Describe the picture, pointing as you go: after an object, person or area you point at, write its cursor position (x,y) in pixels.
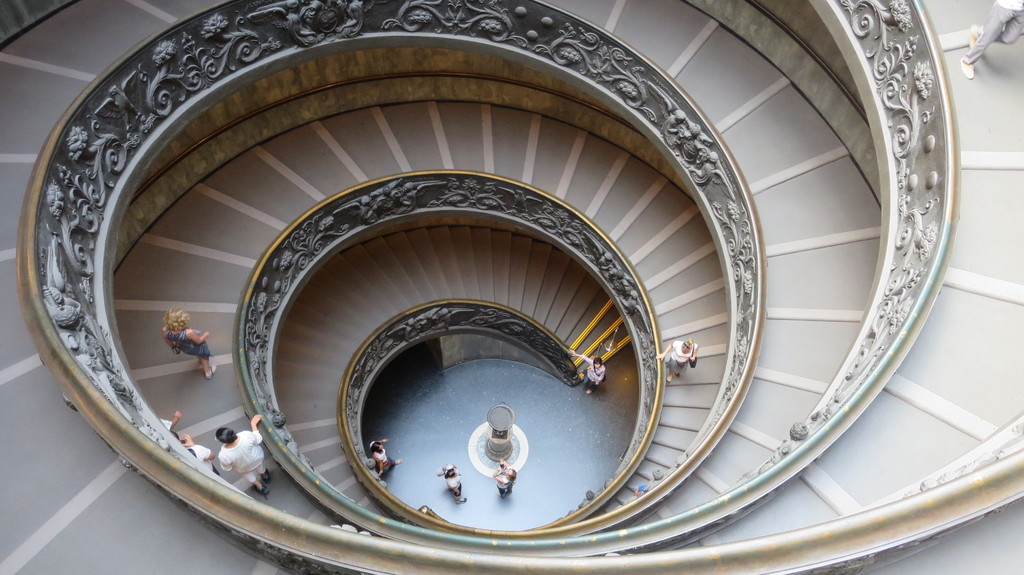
In this image we can see an interior of the building (861,438). There are staircases (641,223) in the image. There are many people (506,492) in the image. There is an object (500,427) on the floor (471,415).
